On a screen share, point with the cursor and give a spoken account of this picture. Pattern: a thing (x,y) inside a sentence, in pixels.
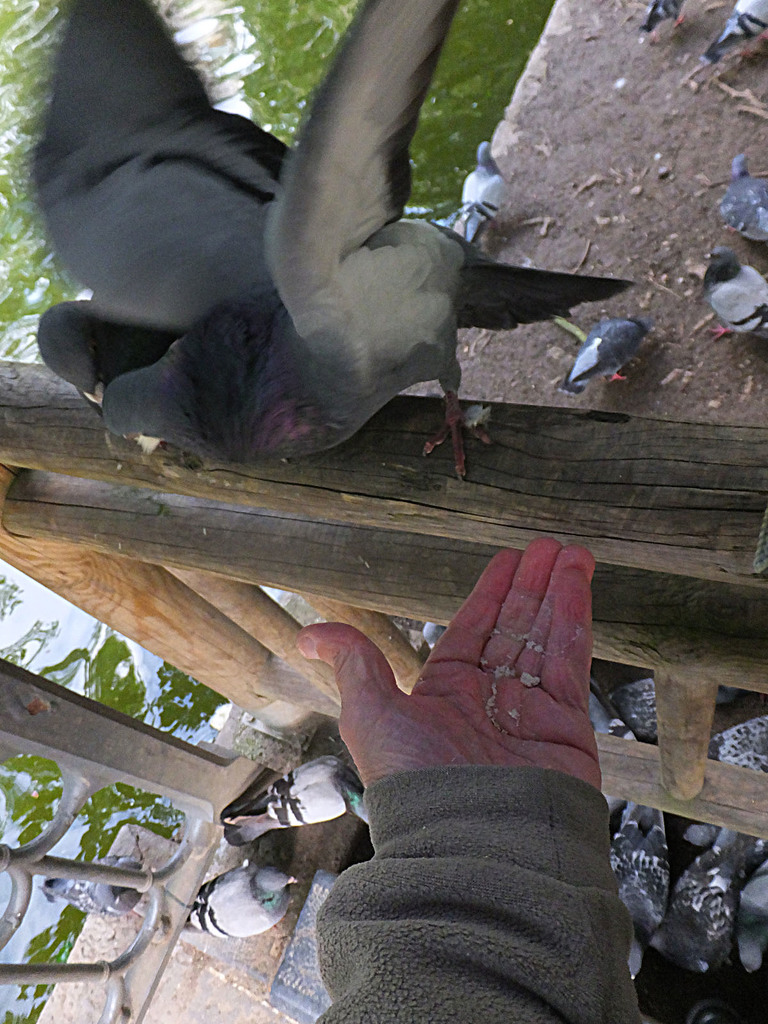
In this image I can see few birds (87,64), water (187,717) and the person's hand (562,728). I can see few birds (726,843) on the wooden fencing (597,481).
